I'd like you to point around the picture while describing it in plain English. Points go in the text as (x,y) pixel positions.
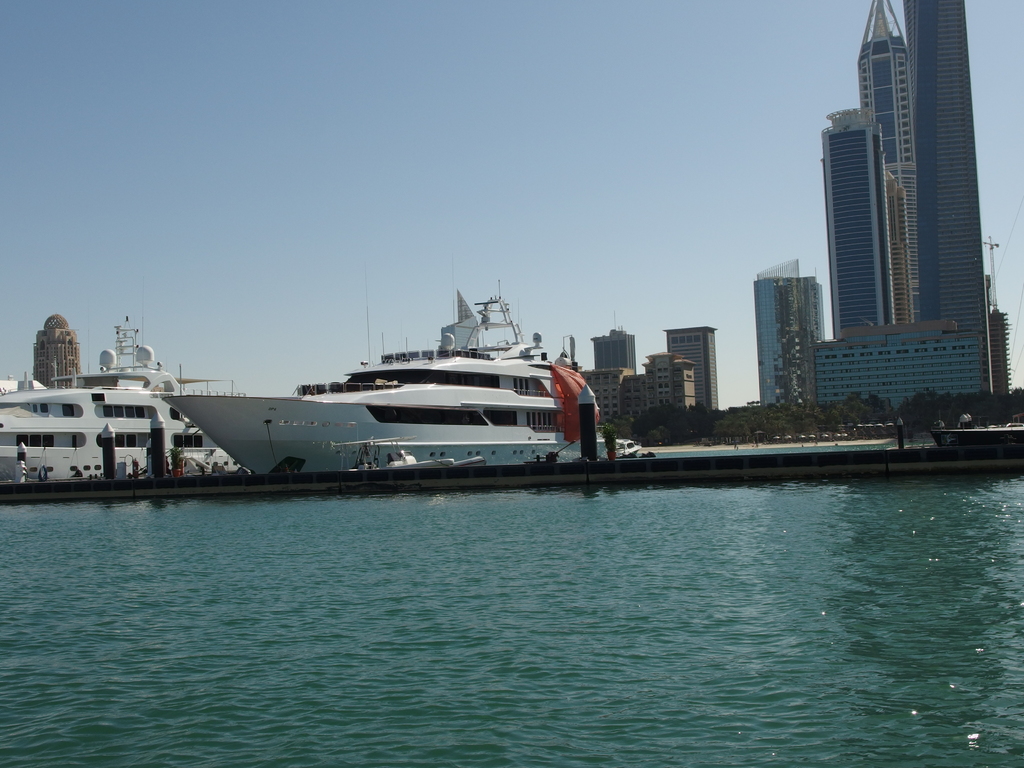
This image consists of water (493,640) in the bottom (391,671). There are boats (394,416) in the middle (473,393). There are buildings (839,319) on the right side (913,356). There are trees (863,422) on the right side (684,429). There is sky (454,65) at the top (340,98).
